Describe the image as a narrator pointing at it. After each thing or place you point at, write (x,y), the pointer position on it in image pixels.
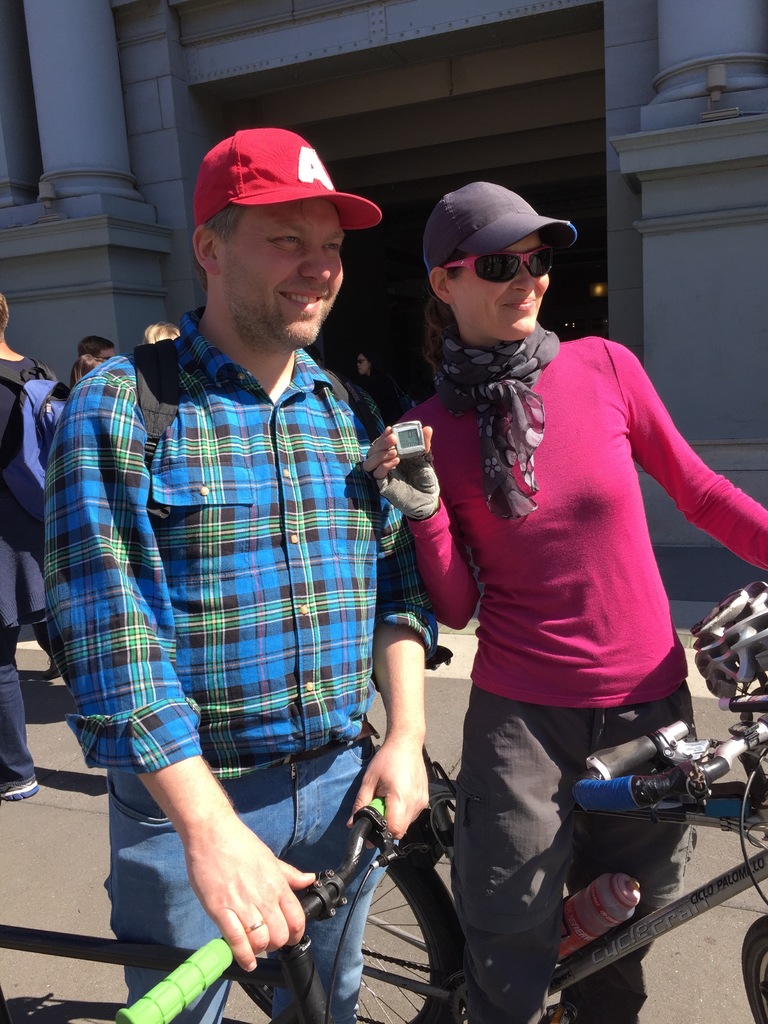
In this image I can see 2 people (520,574) standing, wearing caps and holding bicycles (389,1007). There are other people (2,354) and a building (597,246) at the back (591,223). The building (568,155) has pillars (15,130).
